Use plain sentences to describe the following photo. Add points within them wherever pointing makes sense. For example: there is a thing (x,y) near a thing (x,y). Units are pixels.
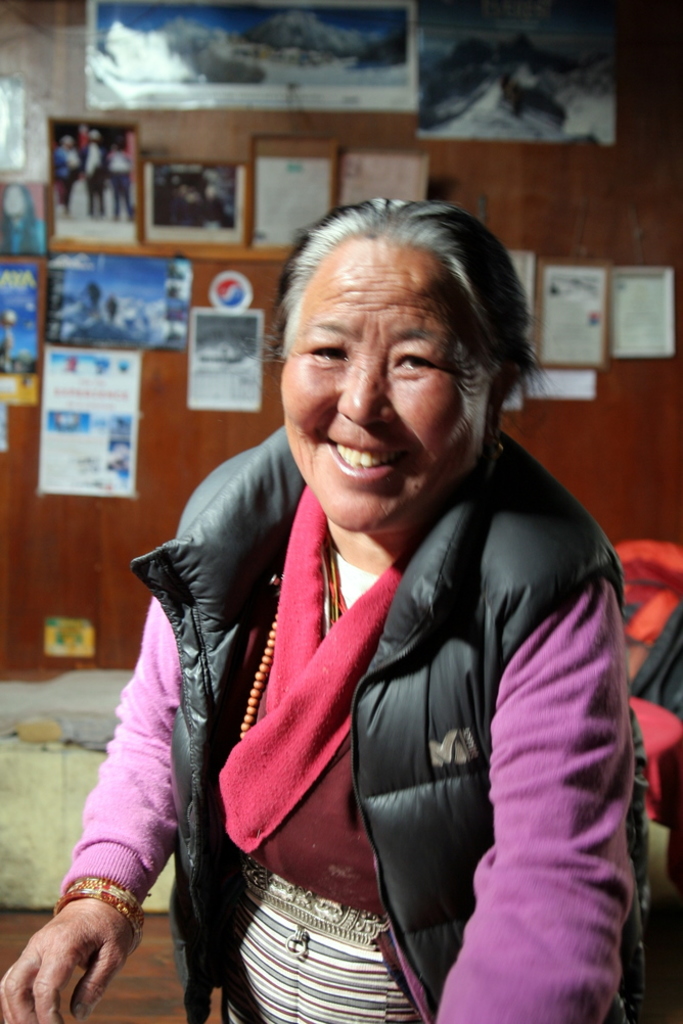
In this picture there is an old woman (393,611) standing and there are some other objects (309,185) in the background (299,190).
